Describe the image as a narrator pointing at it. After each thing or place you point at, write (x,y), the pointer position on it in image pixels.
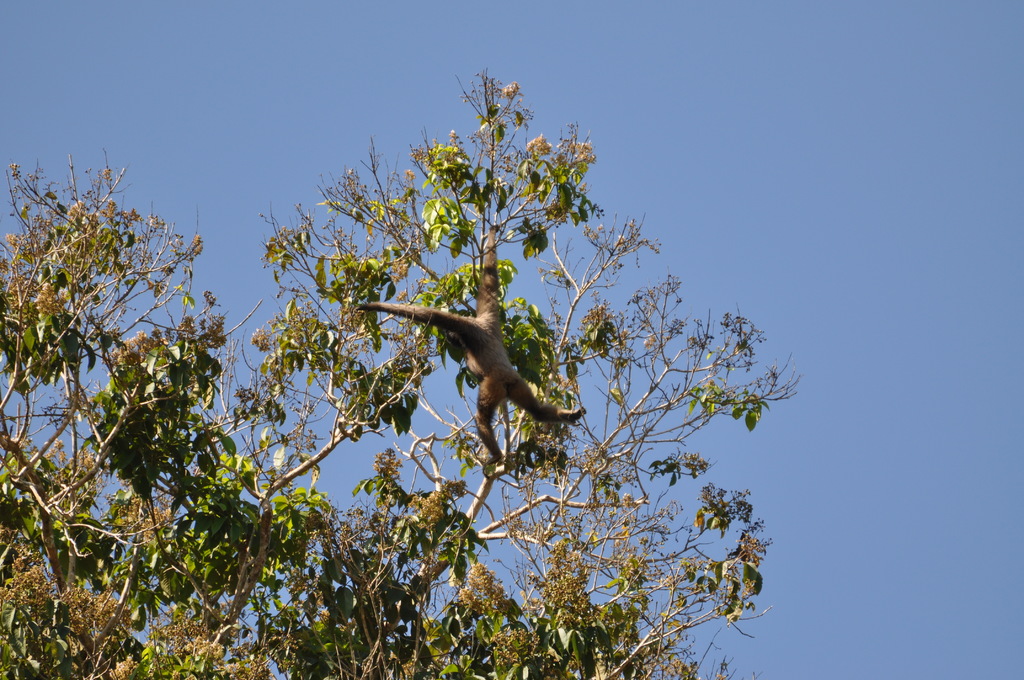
In this image there is a monkey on the tree (285,445). At the background (667,189) there is sky (829,125).
